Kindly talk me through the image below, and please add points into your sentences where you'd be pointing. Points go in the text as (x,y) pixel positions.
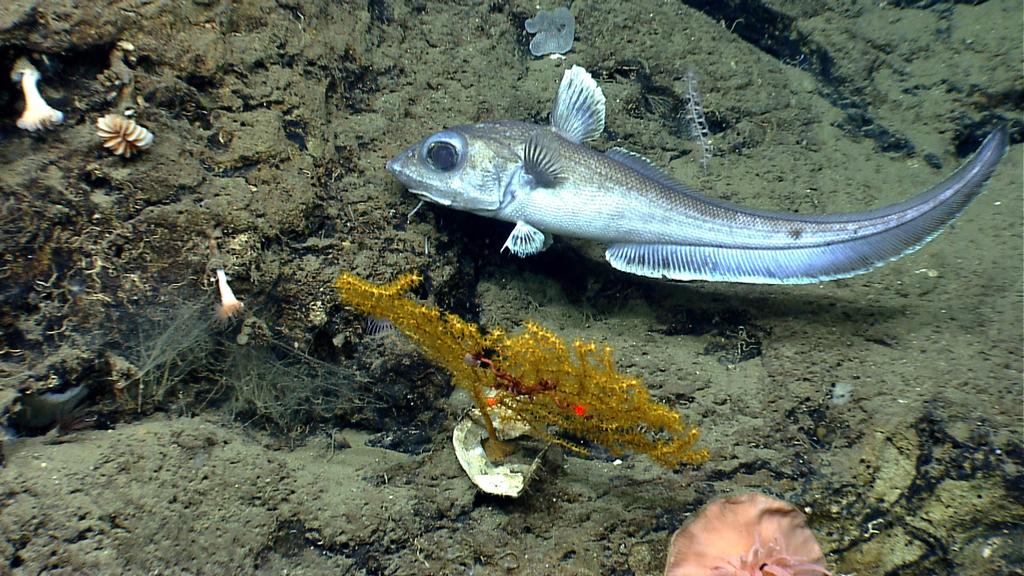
In this image we can see fish (890,236), plant (604,434), objects (713,564) and ground (419,398).
